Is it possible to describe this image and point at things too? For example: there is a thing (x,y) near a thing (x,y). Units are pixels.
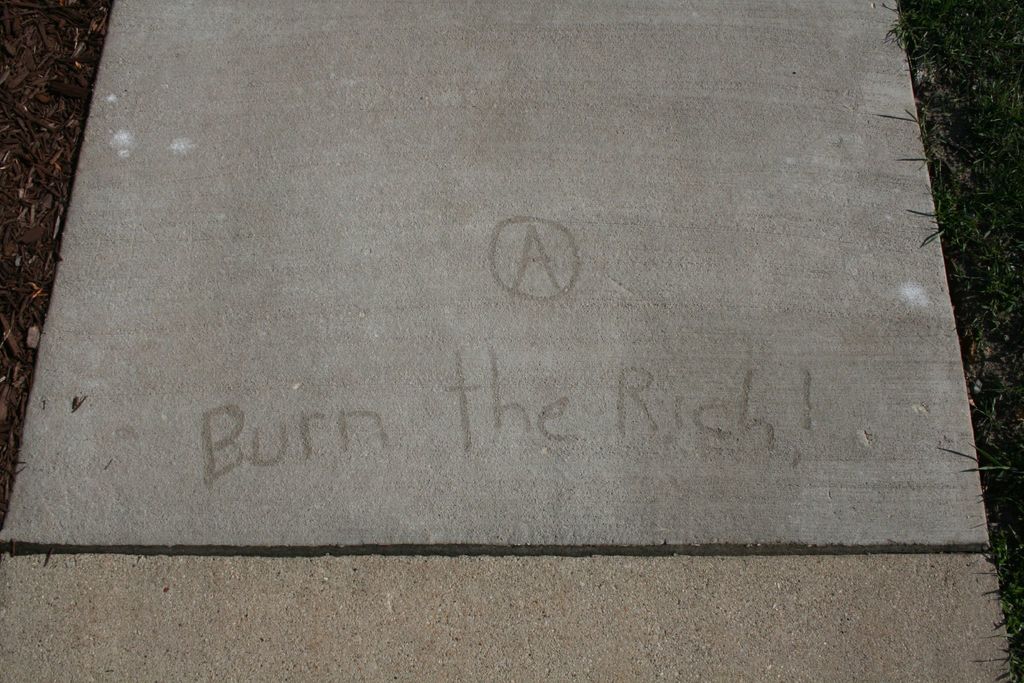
In the image we can see there is a stone tile (580,477) kept on the ground (1018,398) and its written ¨Burn the Rich¨ on it. The ground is covered with grass (963,301).
